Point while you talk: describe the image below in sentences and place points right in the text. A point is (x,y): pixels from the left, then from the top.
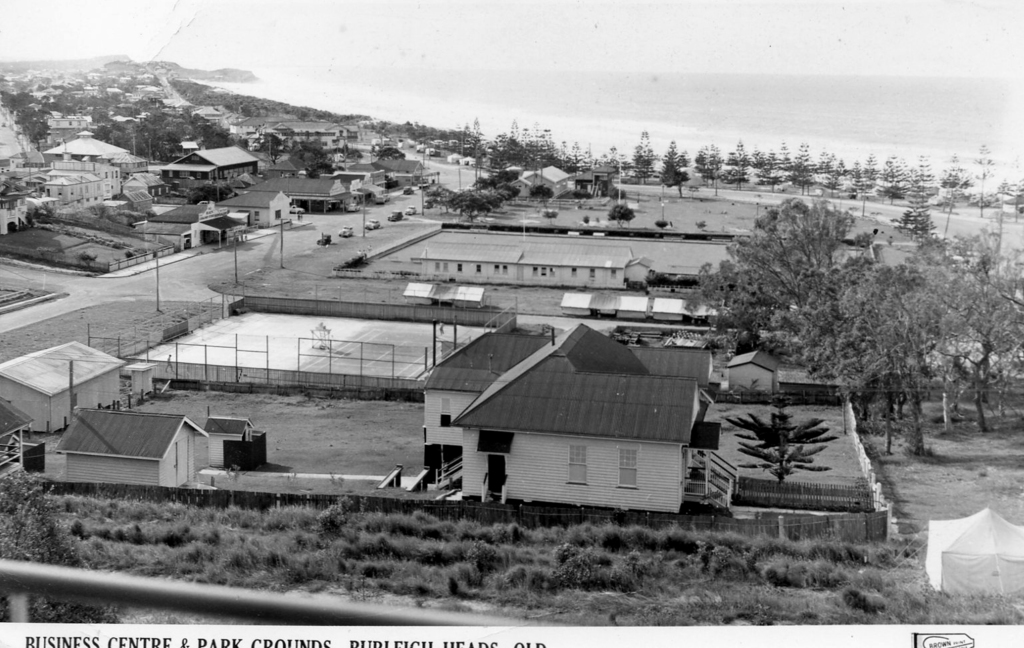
This is a black and white image and here we can see buildings (179,171), sheds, trees (783,267), poles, tents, fences (185,373) and some vehicles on the road (201,261). At the bottom (418,643), there is some text (215,645) and a logo (961,642).
